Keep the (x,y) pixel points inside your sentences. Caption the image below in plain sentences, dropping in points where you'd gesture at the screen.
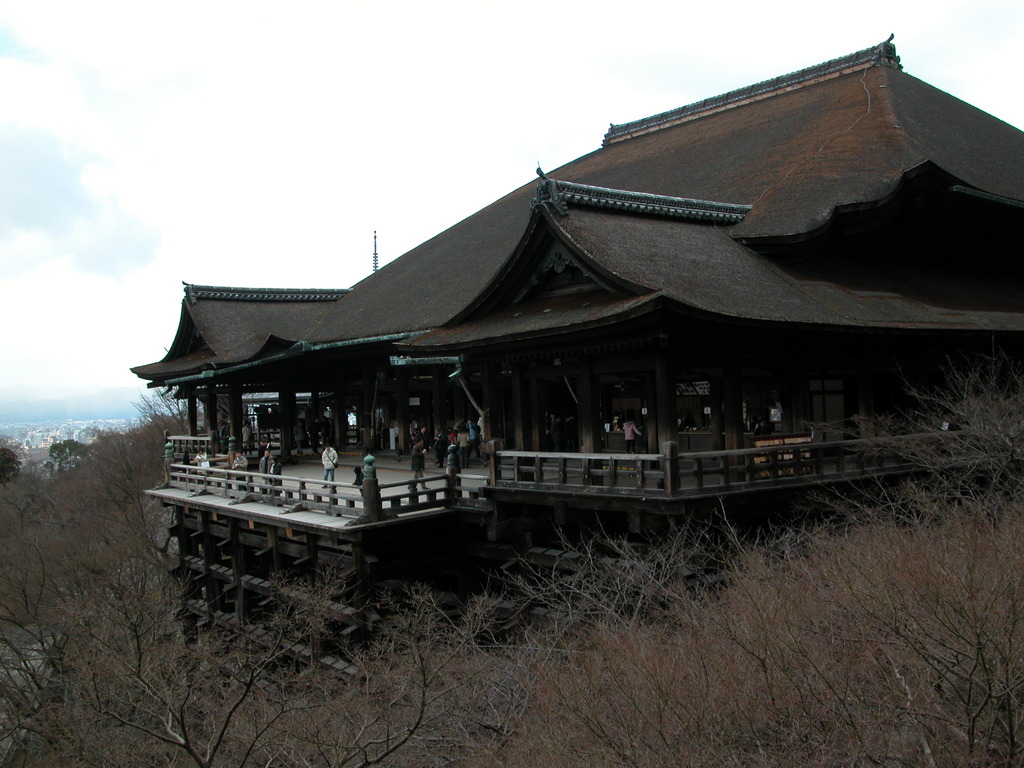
In this image we can see a building (376,548), there are some trees (211,680), people (557,422), fence (758,454), pillars (586,417) and mountains (71,402), in the background (159,241), we can see the sky (165,136) with clouds (273,89).
